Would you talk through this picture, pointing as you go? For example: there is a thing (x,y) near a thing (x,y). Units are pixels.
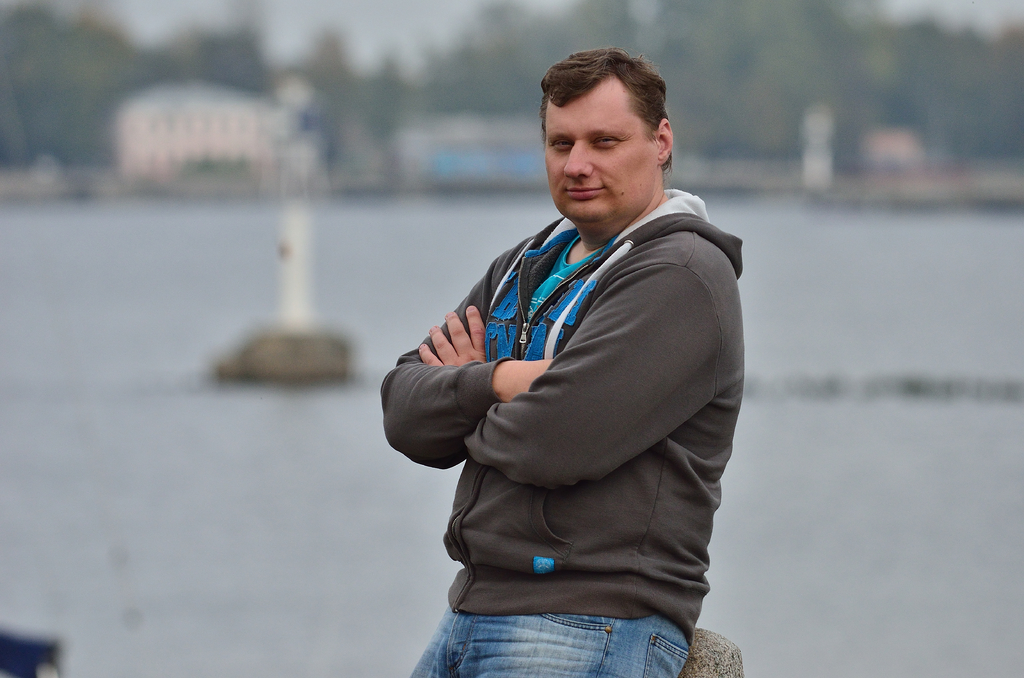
There is a man (610,359) smiling. In the background (390,82) it is blurry and we can see trees (318,82).
